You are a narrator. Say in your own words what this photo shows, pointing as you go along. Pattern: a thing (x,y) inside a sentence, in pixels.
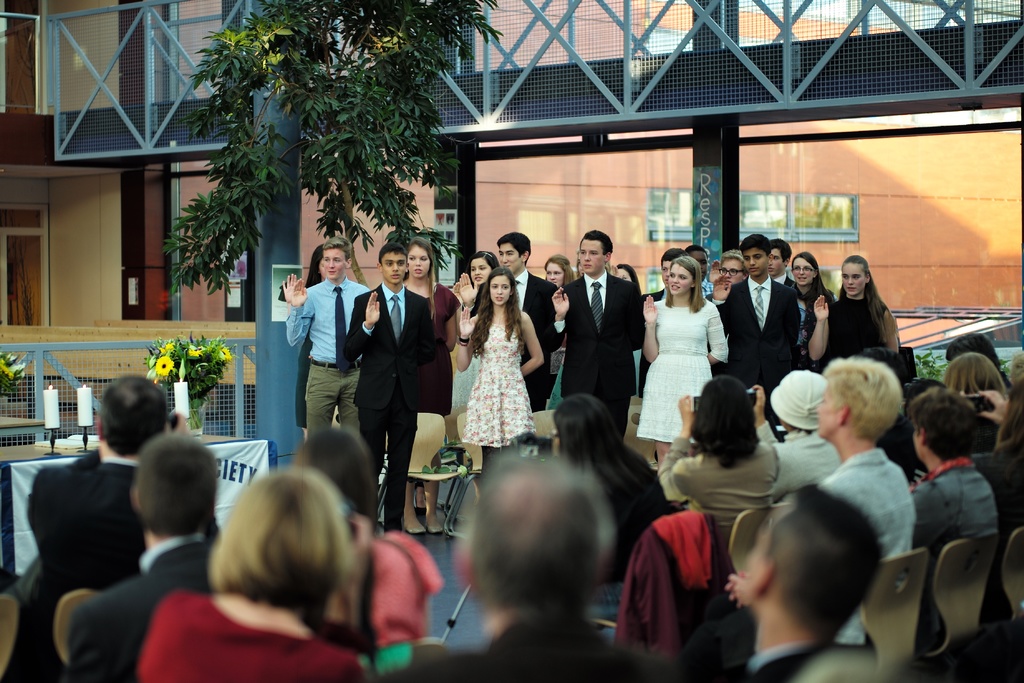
In the center of the image (434,338) we can see a group of people (545,391) are standing and raising their hands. In the background of the image (236,405) we can see the pillars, posters (709,226) on the wall (369,283), tree (333,168), table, window (495,170), railing (439,93), banner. On the table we can see the candles (187,406) with stands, flower pots (157,356). At the bottom of the image (162,478) we can see the floor (458,582) and some people (583,506) are sitting on the chairs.
